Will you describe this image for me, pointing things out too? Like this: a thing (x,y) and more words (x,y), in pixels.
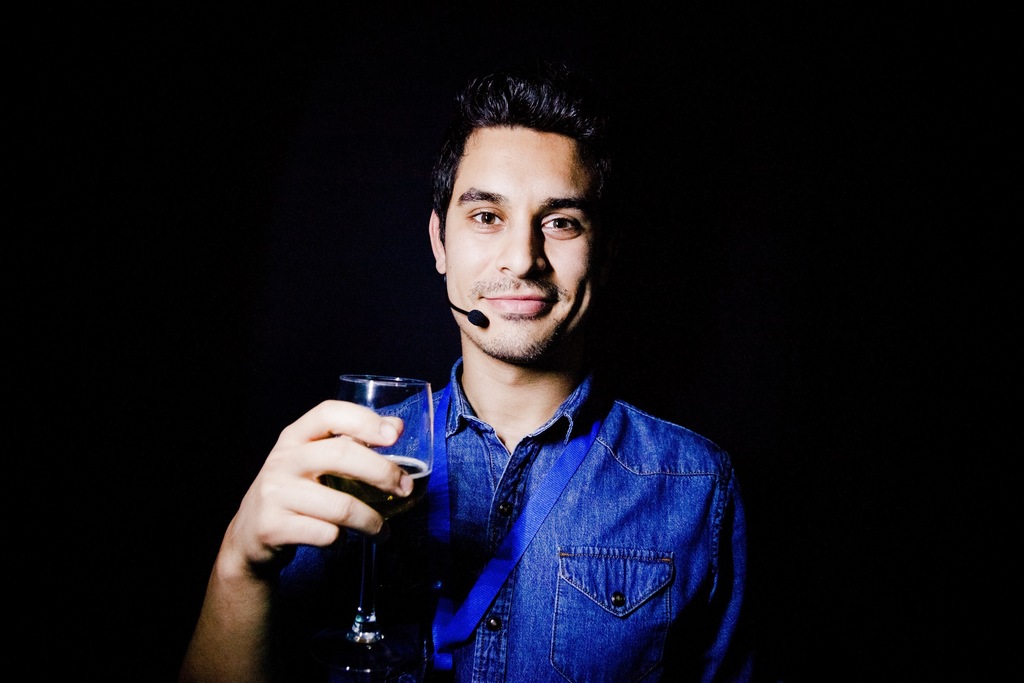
As we can see in the image there is a man (568,398) wearing blue color shirt (577,571). He is holding a glass (413,447) and there is a mic (472,318).
